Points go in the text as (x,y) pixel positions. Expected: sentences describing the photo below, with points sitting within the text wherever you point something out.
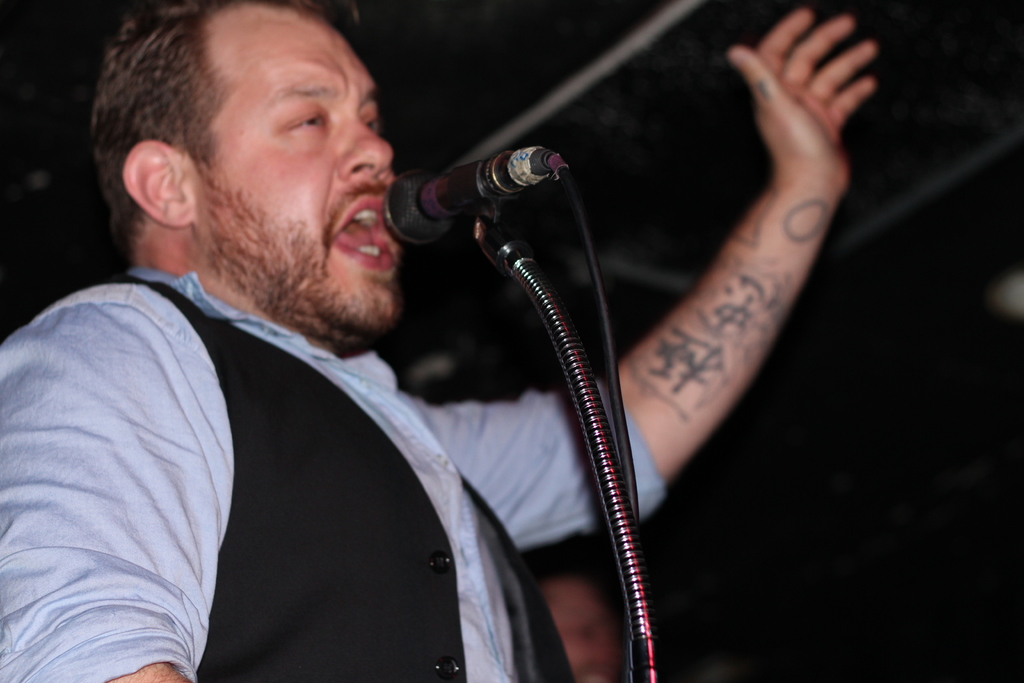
In this image I can see a person (318,370) standing in front of the mike (409,219) and person (359,223) mouth (349,231) is open and background (894,238) is very dark.
